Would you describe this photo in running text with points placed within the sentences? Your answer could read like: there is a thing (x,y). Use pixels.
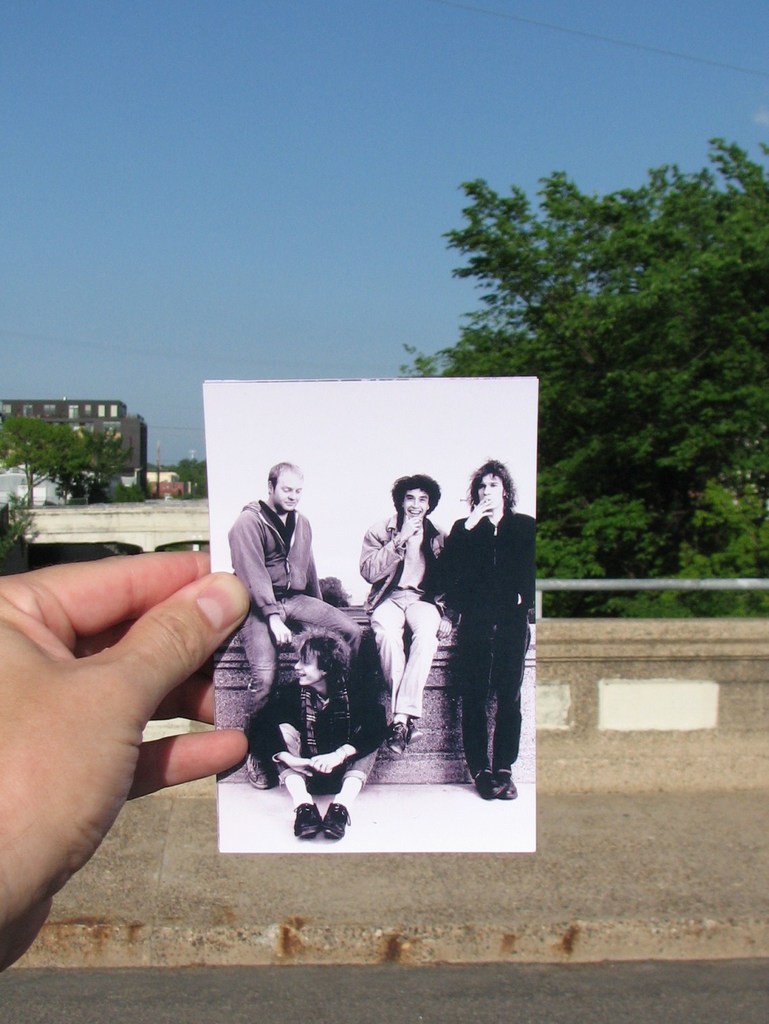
In the image we can see there is a person's hand (37,602) holding photograph (445,601) in his hand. There are people (380,536) sitting on the wall (533,645) and there is a person (348,711) sitting on the ground (342,842). Behind there are trees (708,385) and there are buildings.
